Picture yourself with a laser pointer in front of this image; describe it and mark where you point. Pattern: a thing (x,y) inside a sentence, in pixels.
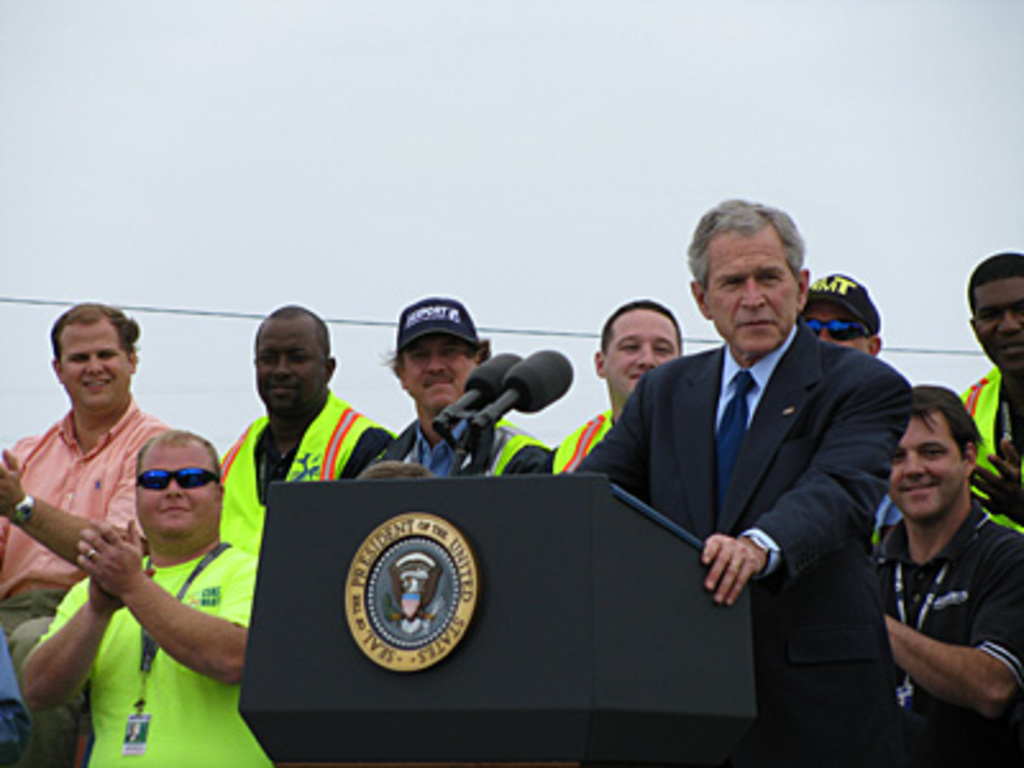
In this picture, we can see a few people (789,461), and among them a person (762,504) is resting his hands (705,555) on podium (654,601), we can see microphones (543,398), wire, and we can see the background (488,165).
